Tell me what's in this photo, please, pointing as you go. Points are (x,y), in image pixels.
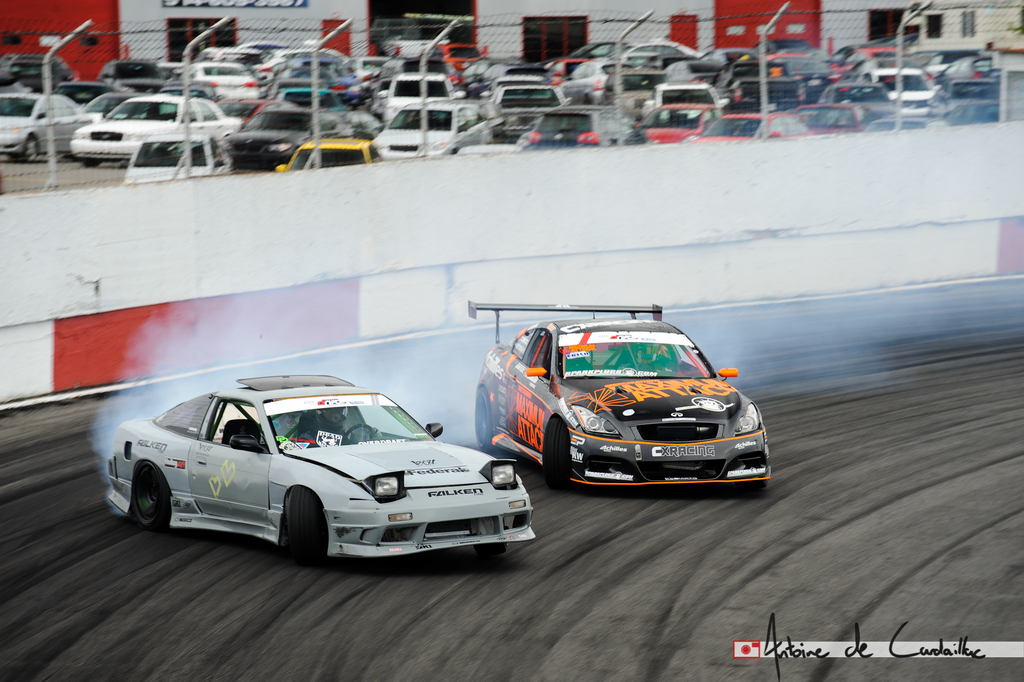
In this image I can see two cars (522,515) on the road (725,578). These cars (469,487) are colorful. In the back (309,210) I can see the wall (373,244), fence wire (184,128) and I can also see many cars (80,128) in-front of the shed (284,41). These cars (290,60) are in different color.
